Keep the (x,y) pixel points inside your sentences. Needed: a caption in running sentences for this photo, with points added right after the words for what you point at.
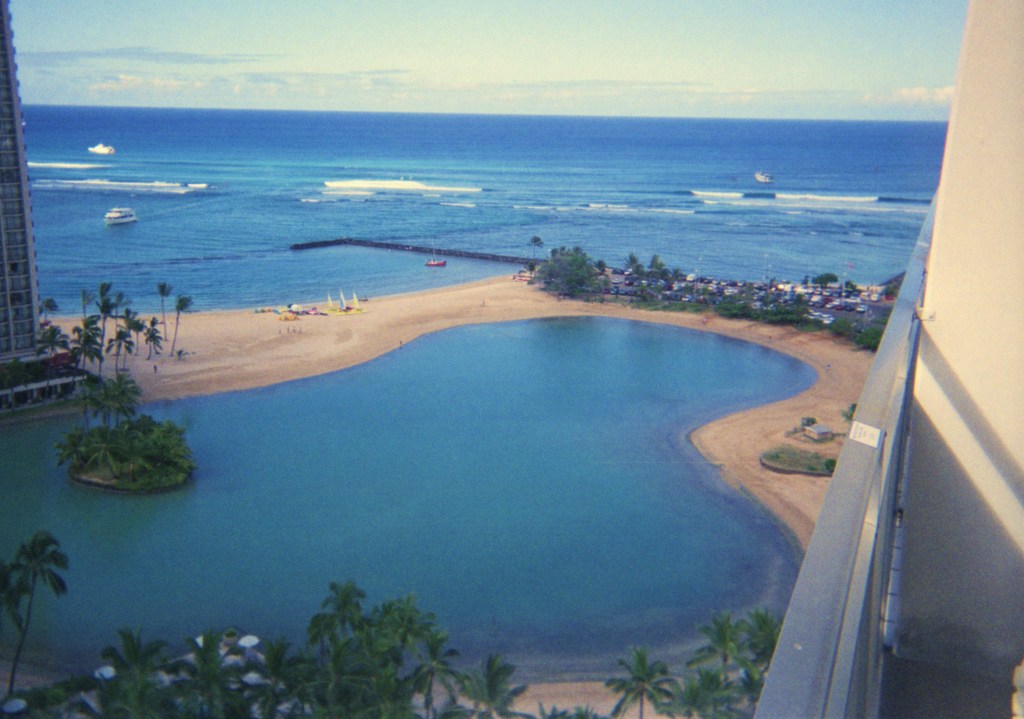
In this image we can see a beach (406,339) and trees (342,642) beside it. In the center of the image (638,295) we can see a land (250,369) covered with trees (122,333), boats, a building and some cars (680,298). On the backside (587,190) we can see boats (126,223) on the water (366,193) and the sky (420,74) which looks cloudy.
